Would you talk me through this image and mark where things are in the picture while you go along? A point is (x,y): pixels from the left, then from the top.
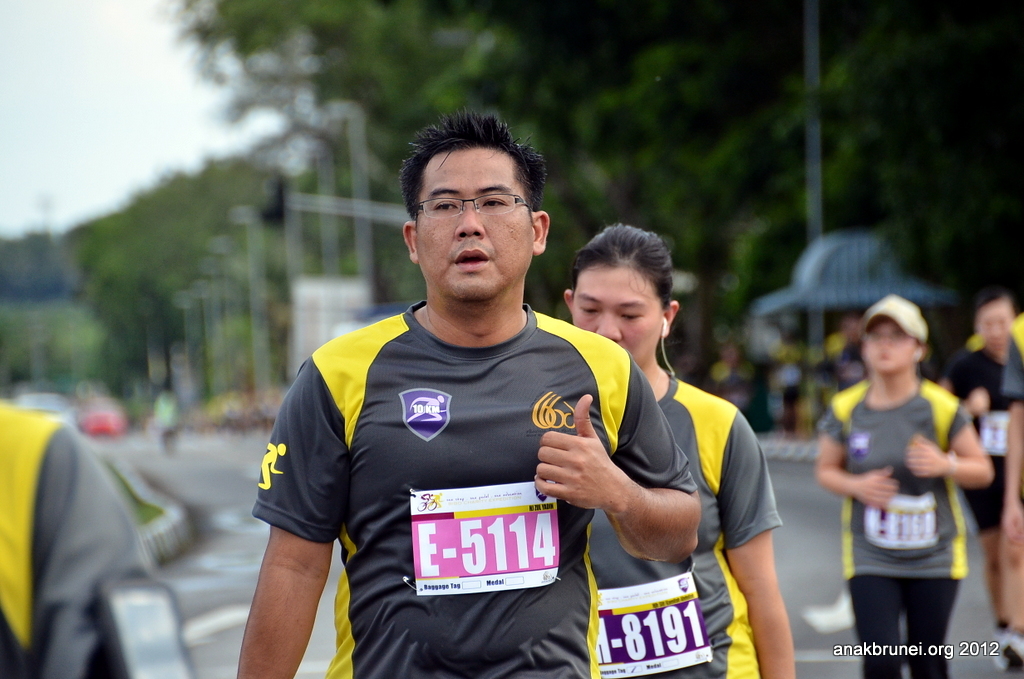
In this image, we can see persons (510,542) wearing clothes (304,457). There is a text (907,653) in the bottom right of the image (970,652). In the background (824,338), image is blurred.
